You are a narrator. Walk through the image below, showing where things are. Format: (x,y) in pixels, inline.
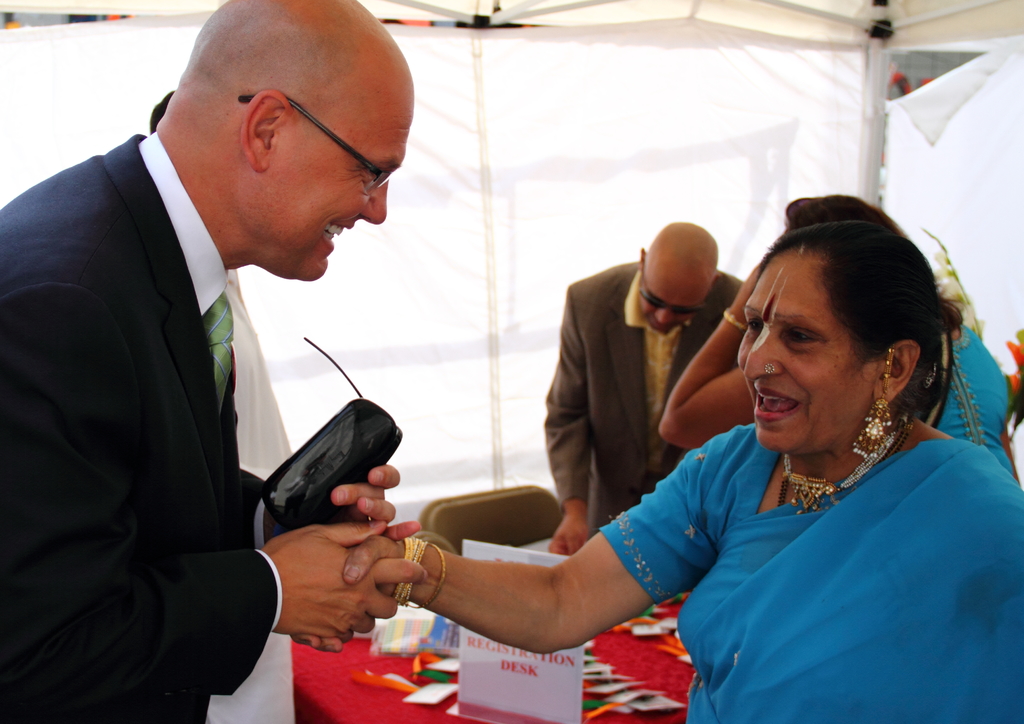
In the picture we can see a man (8,244) standing and holding a woman hand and man (23,247) is in blazer (5,212), tie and shirt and woman (796,349) is in blue color costume (1004,639) and they are smiling and behind them we can see two people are standing near the table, on it we can see a red color cloth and some things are placed on it and in the background (926,229) we can see a white color tent wall (409,204).
